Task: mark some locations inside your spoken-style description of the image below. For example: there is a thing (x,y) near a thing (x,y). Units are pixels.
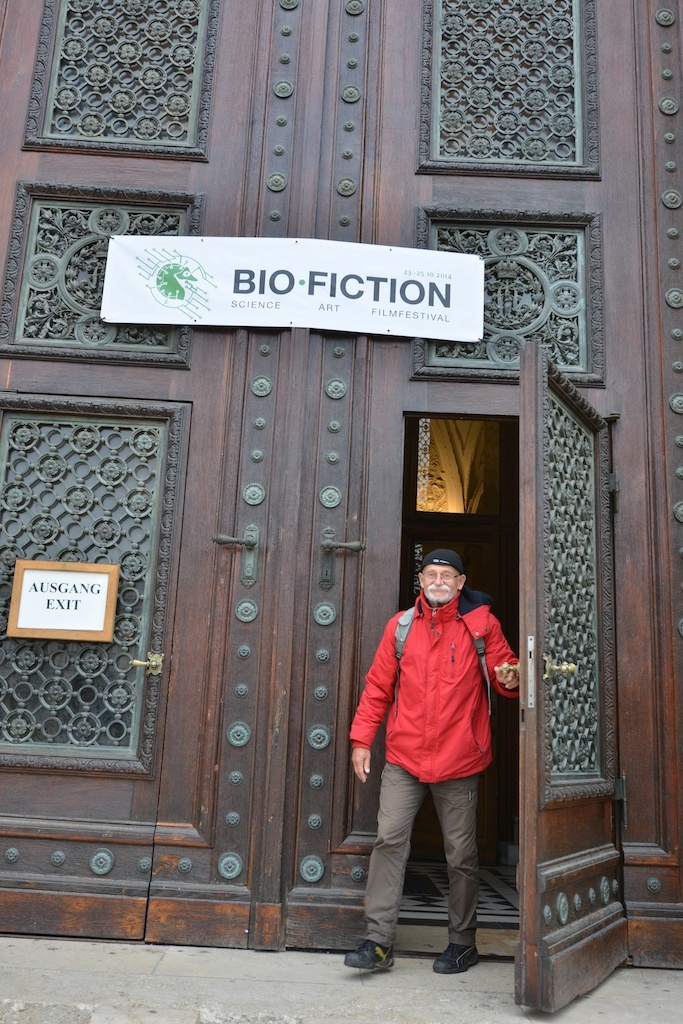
In this image we can see a big wooden door (597,425) and two boards (192,293) are attached to the door (138,612). In front of the door (201,388) one man (446,672) is standing. He is wearing red color jacket (418,760) and pant (447,864).
